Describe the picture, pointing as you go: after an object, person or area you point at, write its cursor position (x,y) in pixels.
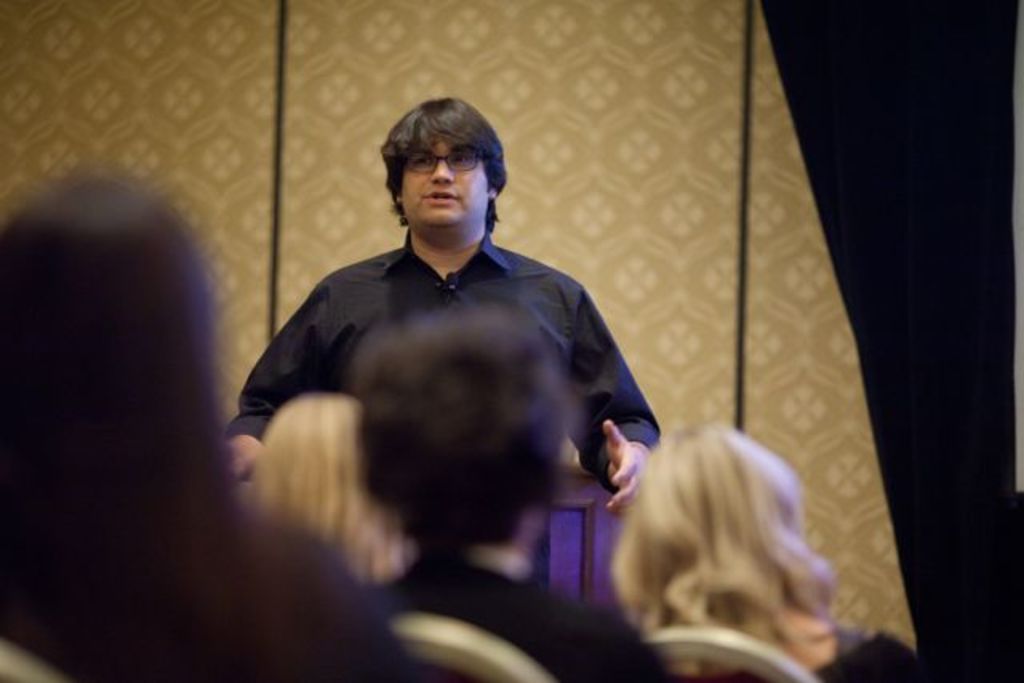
In this picture there is a person (445,276) standing and talking. In the foreground (46,436) there are group of people (549,602) sitting on the chairs (686,638). At the back (665,70) it looks like a wall (567,131).
